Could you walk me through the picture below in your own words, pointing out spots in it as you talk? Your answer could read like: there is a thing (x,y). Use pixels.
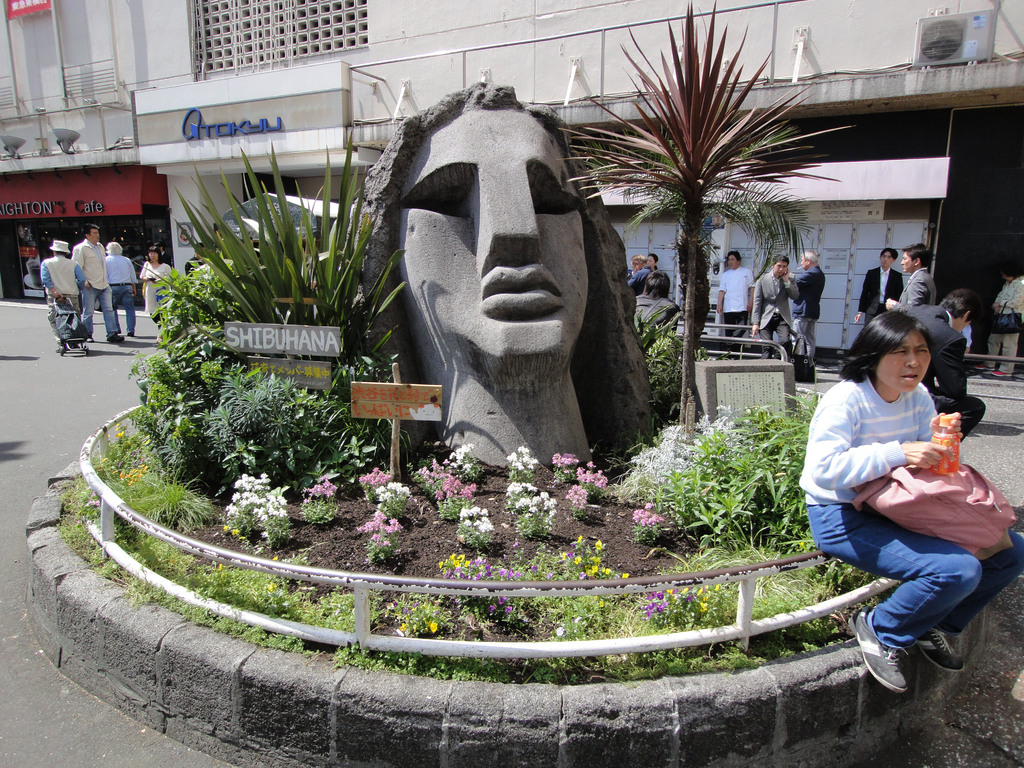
In the foreground (355,657) a circular wall fence (159,539) is there in which plants (337,484) and grass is there and in between a sculpture (629,348) is there of stone (484,310) and a tree (685,369) is visible. On the bottom right (980,559) a woman (976,559) is sitting on the rod fence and holding a pink color bag (948,509) in her hand (929,451). On the top (857,160) buildings (897,160) are visible of white in color and ventilators (197,54) are visible. In the left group of people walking on the road (145,346). On the right (770,325) a group of people (772,338) standing on the road (118,346). This image is taken on the road (131,360) during day time.
